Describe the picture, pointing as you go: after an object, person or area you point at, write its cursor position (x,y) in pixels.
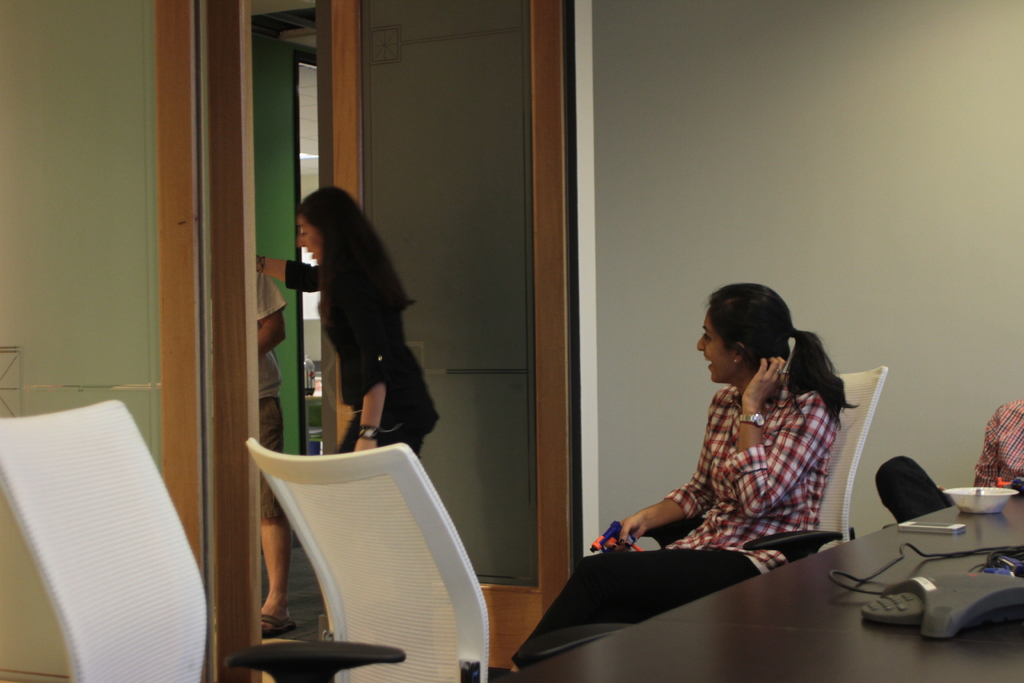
There are couple of chairs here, there is a table (934,544), there is also a mobile phone (938,525), a bowl (984,506), there is a person (1021,409) sitting here. Here a woman (732,416) is sitting and she has a watch (750,425) on her left hand (756,440), she is wearing a check shirt (765,514) and here there is another woman (317,217) standing at the door (480,301).
